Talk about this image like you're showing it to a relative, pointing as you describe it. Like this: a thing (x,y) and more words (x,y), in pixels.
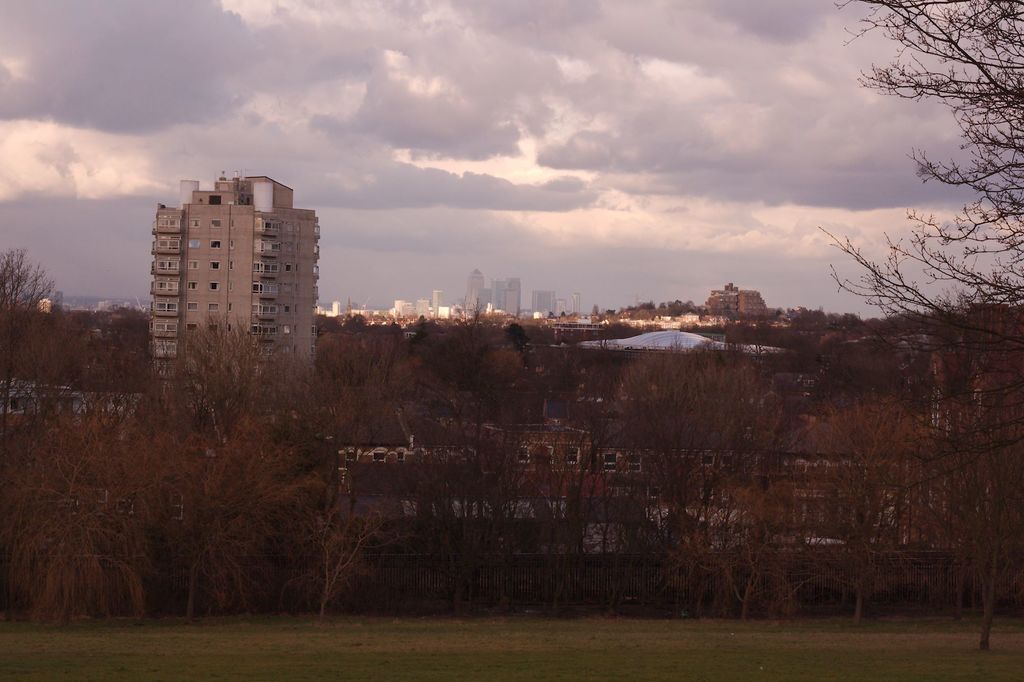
In this image there is a grassy land (568,655) in the bottom of this image (467,639) and there are some trees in the background (484,496). There is a building (224,317) on the left side of this image (248,296) and there is a cloudy sky (540,151) on the top of this image (504,73). There are some buildings (515,300) as we can see in middle of this image (494,311).
